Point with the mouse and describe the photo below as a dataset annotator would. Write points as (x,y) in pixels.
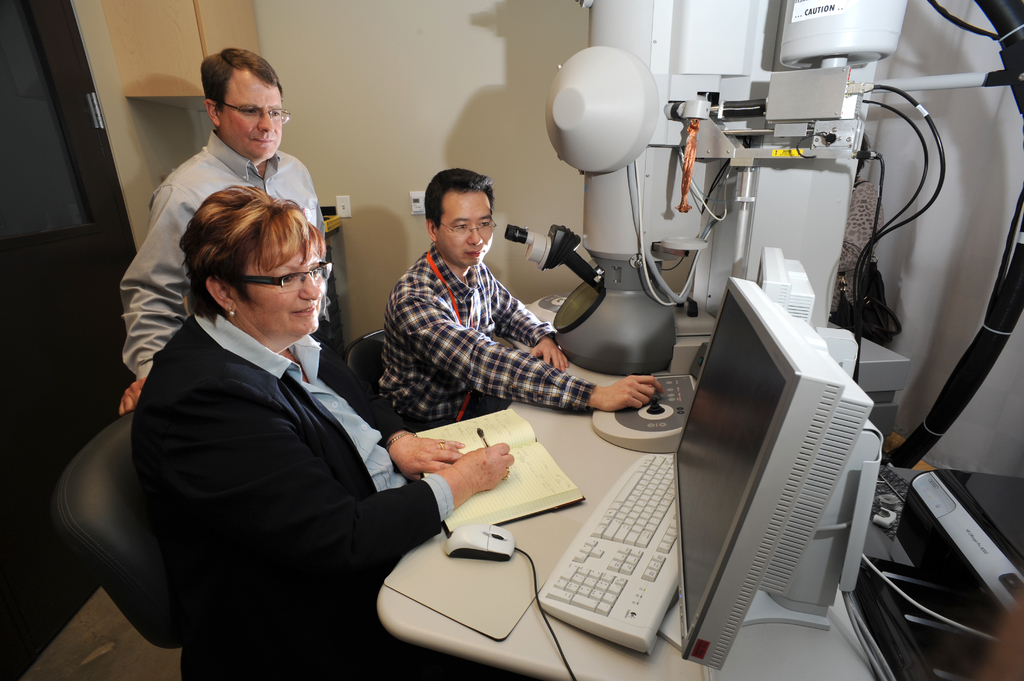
In this image there are people (483,345) and we can see a table (739,655). There is a computer (756,481), keyboard (634,574), mouse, book (561,487) and some objects (620,442) placed on the table (744,669). In the background (832,157) we can see some equipment (838,177). On the left (71,242) there is a door (64,301) and there is a wall (353,165).
